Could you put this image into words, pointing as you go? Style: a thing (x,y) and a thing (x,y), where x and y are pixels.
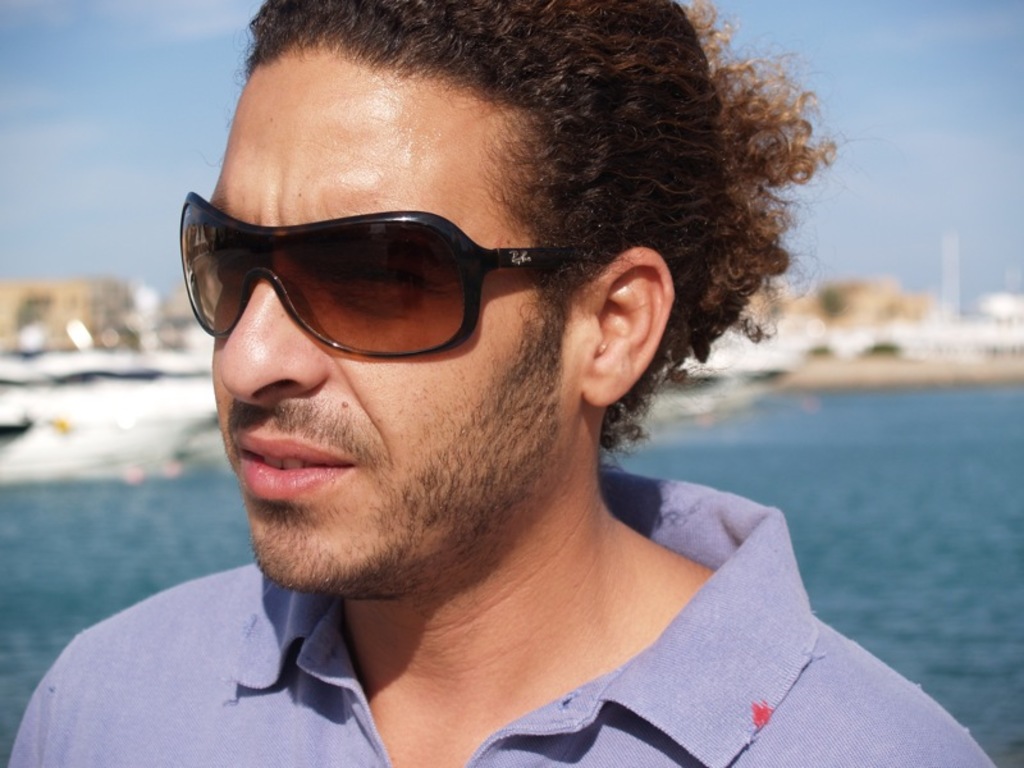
In this image we can see a person (450,564) wearing sunglasses (388,235). In the background of the image (100,138) there is sky (118,191) ships (157,331) and water (934,466).
